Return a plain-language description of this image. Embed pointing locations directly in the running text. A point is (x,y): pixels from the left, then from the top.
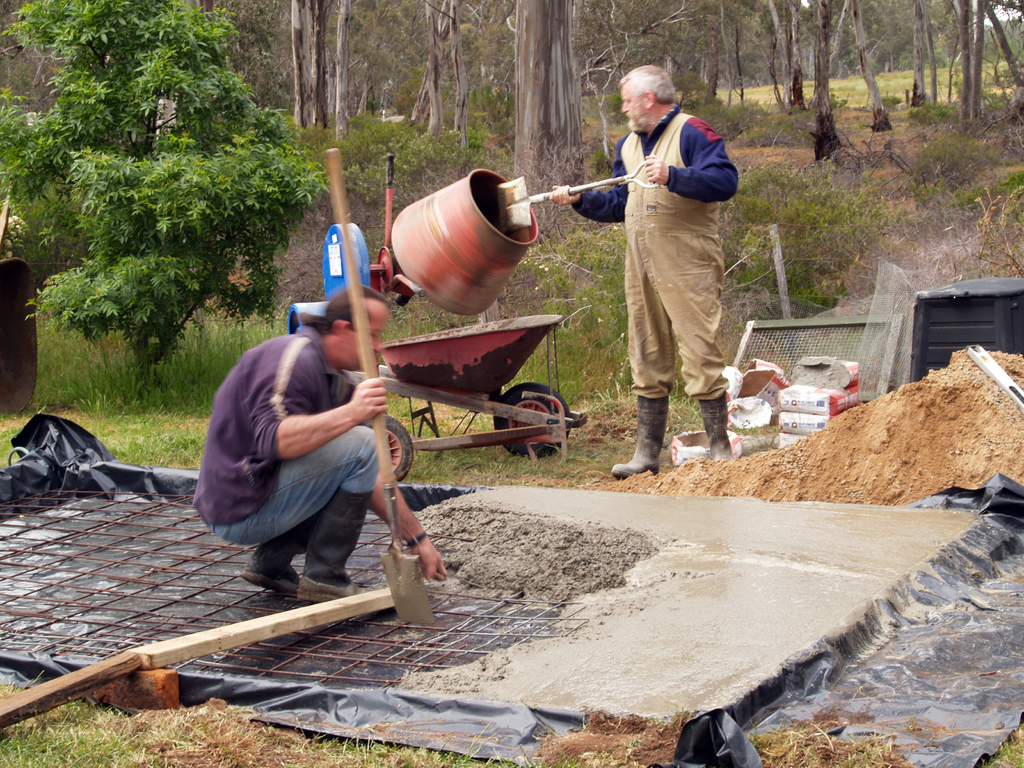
In this image, we can see a man (322,500) holding a shovel (386,566) in his hand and on the right (695,208), there is a person (619,175) standing and holding shovel (535,195). In the background (435,418), we can see some construction equipment (470,286), sand (865,469) and there is a mesh (142,592) and there are many trees (214,119) around.
